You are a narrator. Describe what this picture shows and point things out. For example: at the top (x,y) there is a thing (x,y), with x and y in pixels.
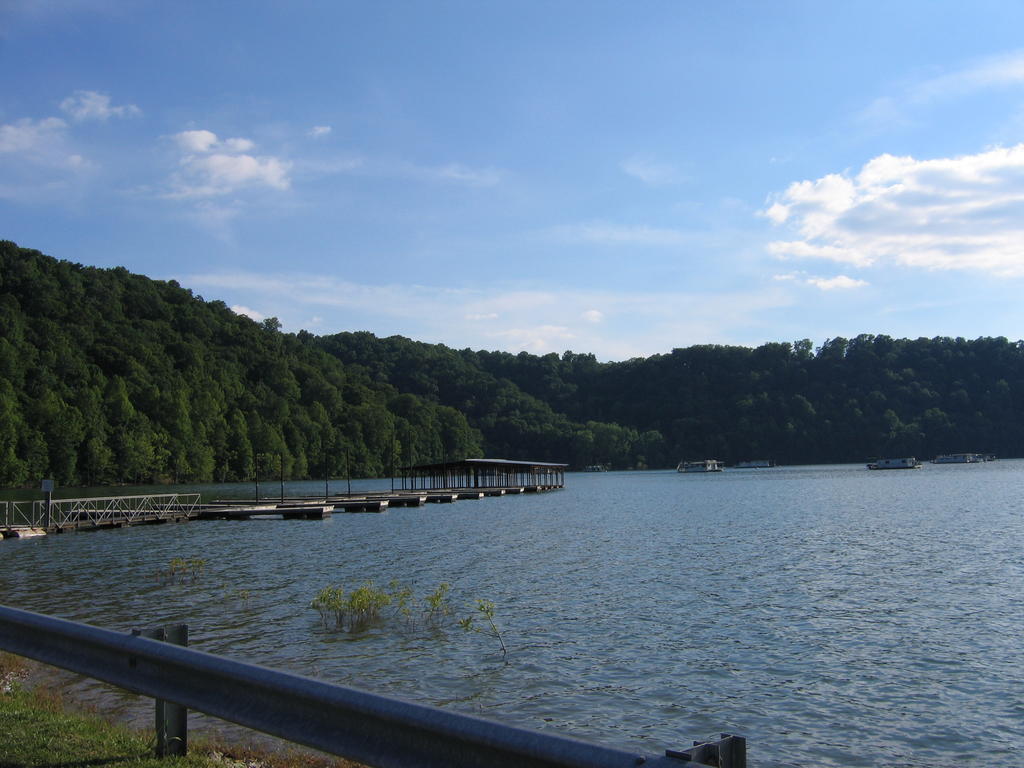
In this image, we can see ships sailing in the water (693,538). We can also see a dock (484,462) in the water (475,503). There are trees (282,350) which are green in color. We can also see the sky (653,205) with clouds (850,243).
